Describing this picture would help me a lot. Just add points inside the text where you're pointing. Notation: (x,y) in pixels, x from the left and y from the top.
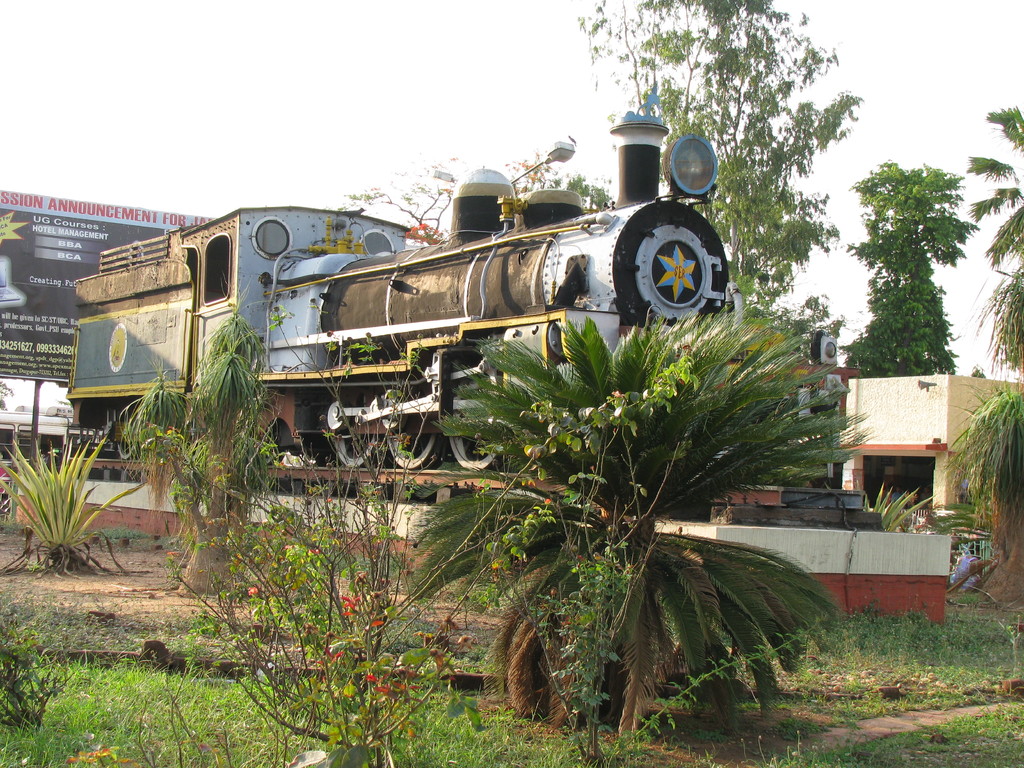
In this picture there is a train (416,284) on the railway track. At the back (63,269) there is a building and there is a hoarding (39,297) and there is text (15,345) on the hoarding (35,308) and there are trees (521,652) and plants (521,652). At the top (312,81) there is sky (275,40). At the bottom (53,616) there is grass (121,646) and there is ground (23,575).
